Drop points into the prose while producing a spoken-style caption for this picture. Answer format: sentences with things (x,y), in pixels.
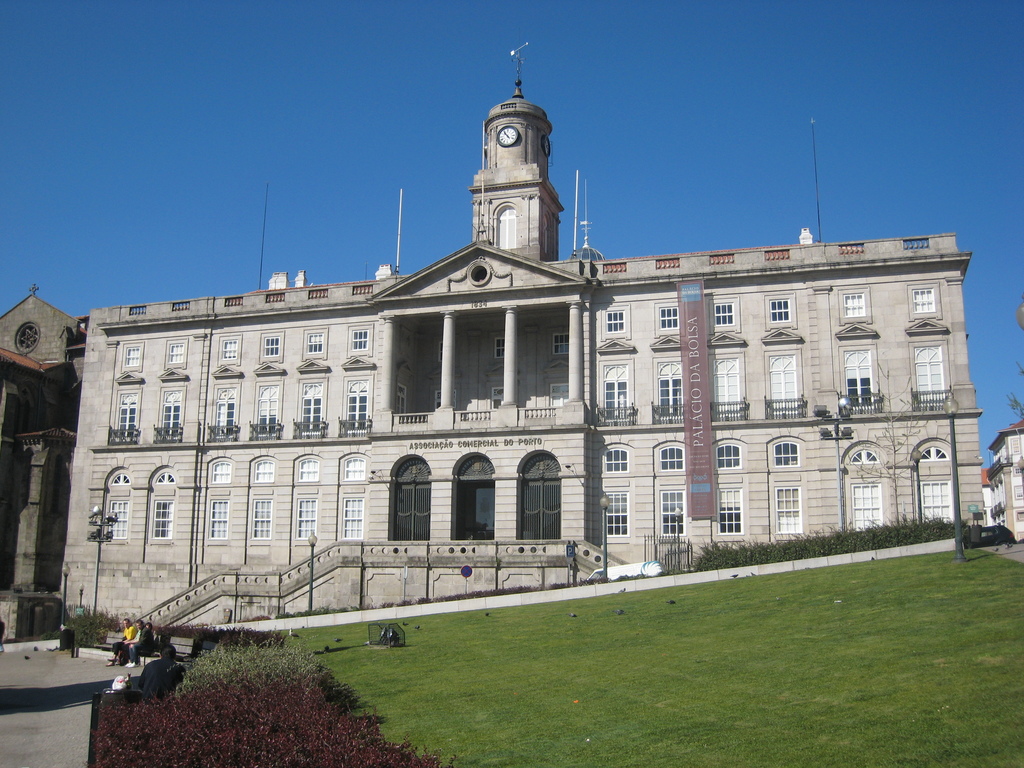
In the picture I can see a building (447,461), the grass (499,680), people (169,664) sitting on the bench (107,649), plants (238,691) and pole lights (311,584). In the background (297,212) I can see the sky (256,189).
